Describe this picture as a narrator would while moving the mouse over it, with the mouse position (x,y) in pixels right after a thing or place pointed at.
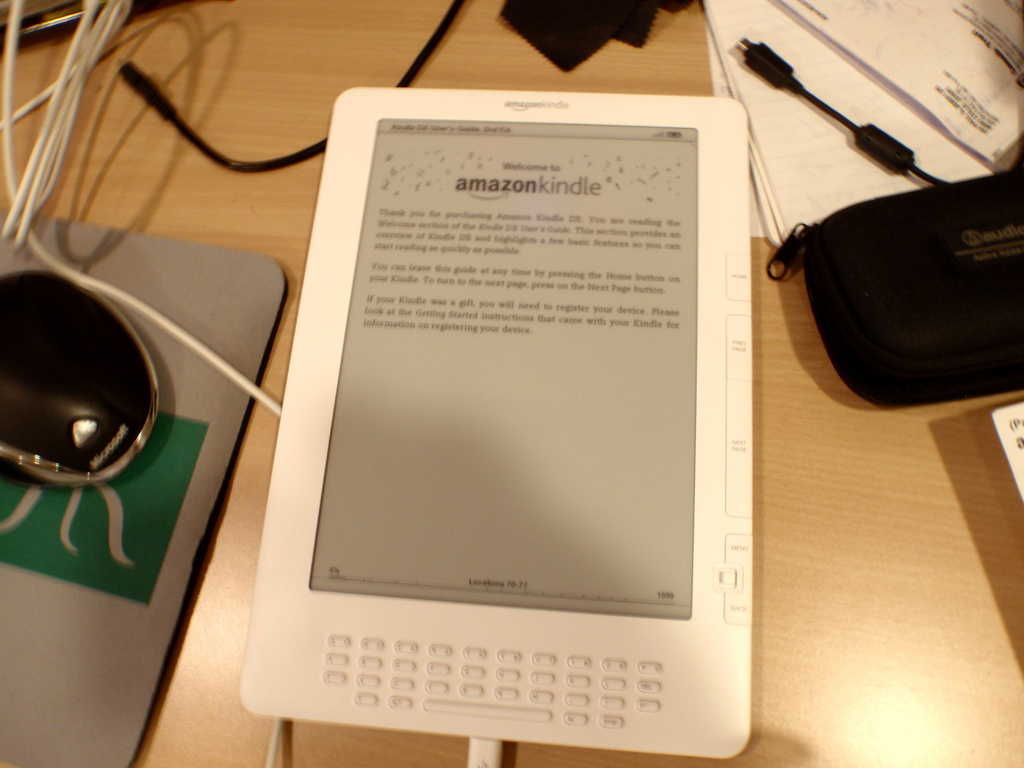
In this image in the front (386,415) there is a screen (511,550) and on the screen (504,552) there is some text (462,244). On the right side (944,297) there is a bag (929,295) which is black in colour with some text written on it. On the left side (88,479) there is a mouse (88,479) and on the top (84,86) there are wires (11,98) and there are papers (917,47).
